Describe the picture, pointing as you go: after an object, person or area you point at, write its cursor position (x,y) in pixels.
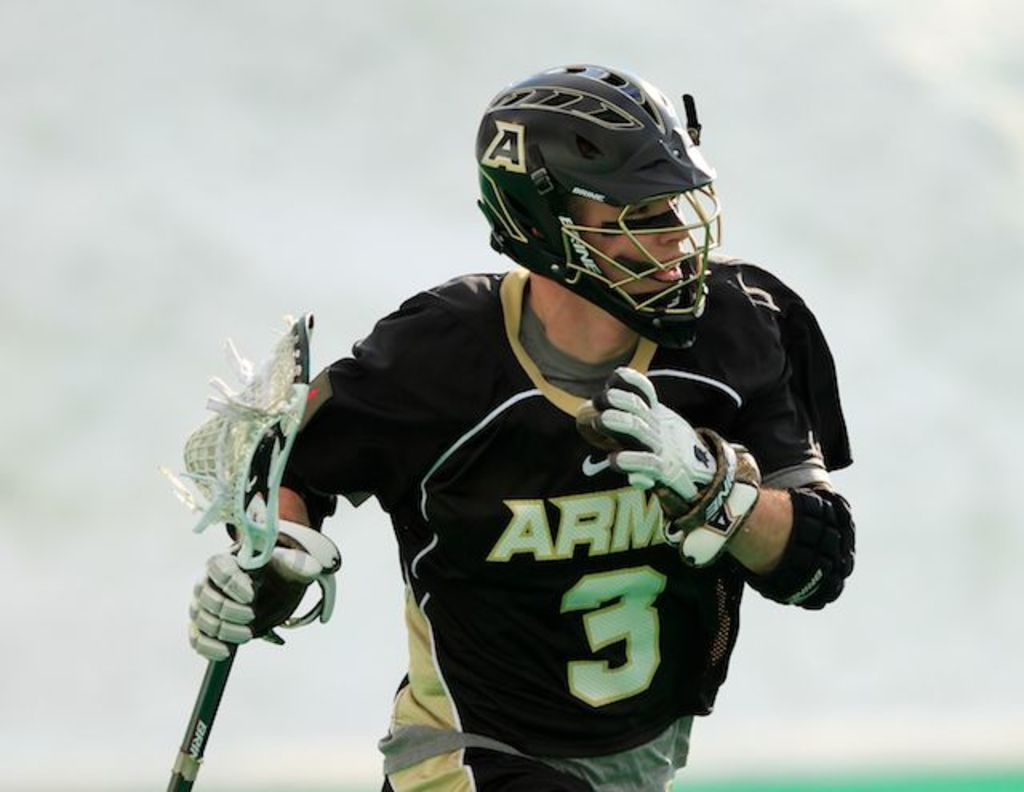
In this picture there is a person (397,729) holding lacrosse stick (269,547) and wore helmet (676,188) and gloves (311,553). In the background of the image (932,212) it is white.
